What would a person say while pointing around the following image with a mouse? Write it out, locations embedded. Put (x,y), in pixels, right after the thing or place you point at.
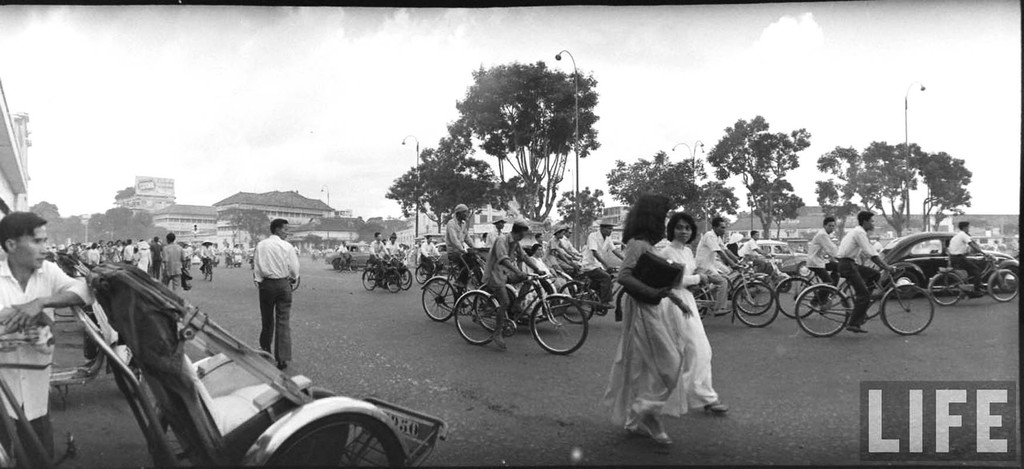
It seems to be the image is outside of the city. In the image there are group of people (850,244) sitting on bicycle (544,298) and riding it and few people (644,328) are standing and walking, on left side (186,359) we can see a rickshaw (249,375). On right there are some street lights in background (134,189) we can see some building (271,213) on top (212,94) there is a sky (215,77).
